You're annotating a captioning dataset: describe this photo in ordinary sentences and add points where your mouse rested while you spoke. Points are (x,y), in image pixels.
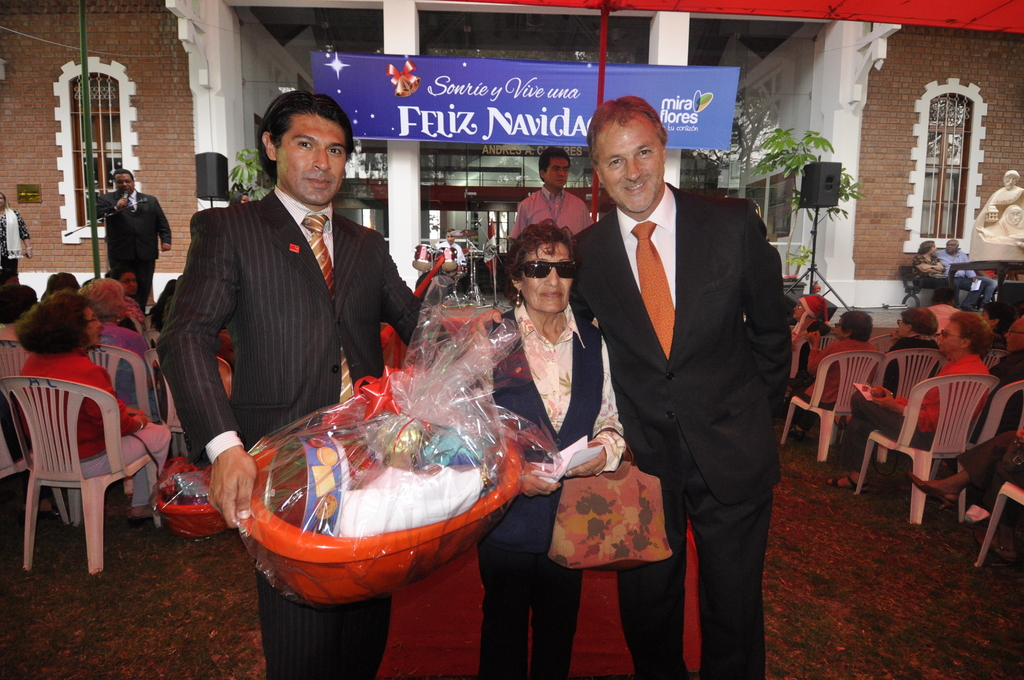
In this image I see 2 men (287,101) and a woman (525,285) standing in front (326,667). One of the men (268,253) is holding a basket (502,503) and the woman (505,560) is holding a bag (597,551). In the background (696,49) I see lot of people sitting on the chairs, a musical instrument (480,245) and the building (971,44).
